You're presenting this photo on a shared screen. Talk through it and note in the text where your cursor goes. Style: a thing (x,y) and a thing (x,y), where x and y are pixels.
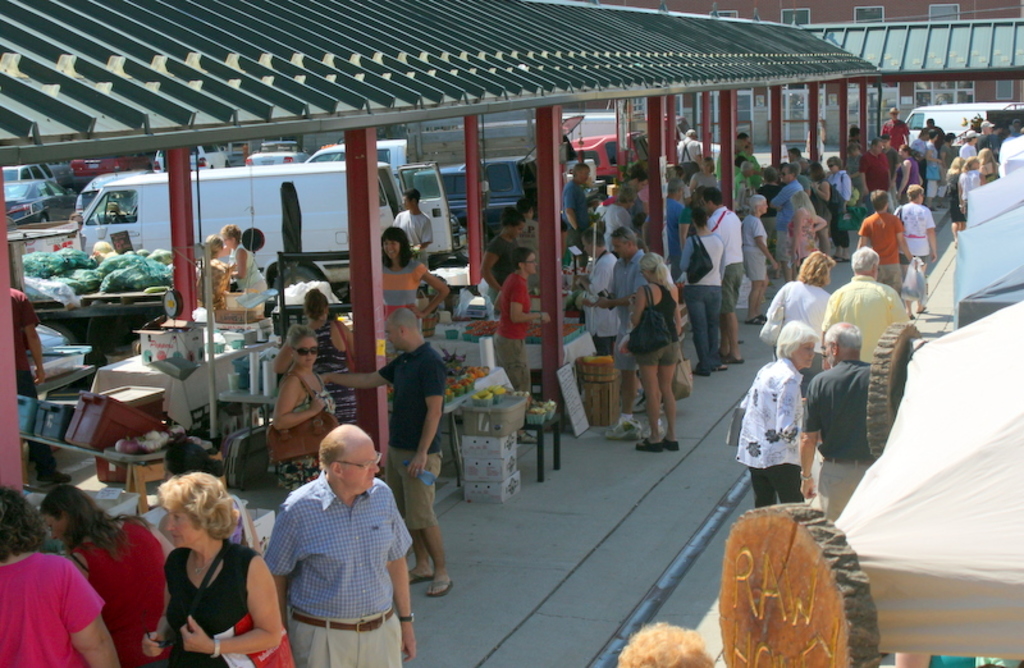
In the picture we can see a shed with the fruit market (196,376) under it with fruits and some people (395,382) are selling and some are buying it and in the middle of the sheds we can see a path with some people (407,386) walking and some are standing and in the background (856,45), we can see another shed (886,75) and behind it we can see a building wall (832,19) with windows (863,17) and glasses (790,21) to it and beside the shed (771,37) we can see some vehicles (129,190) are parked.
